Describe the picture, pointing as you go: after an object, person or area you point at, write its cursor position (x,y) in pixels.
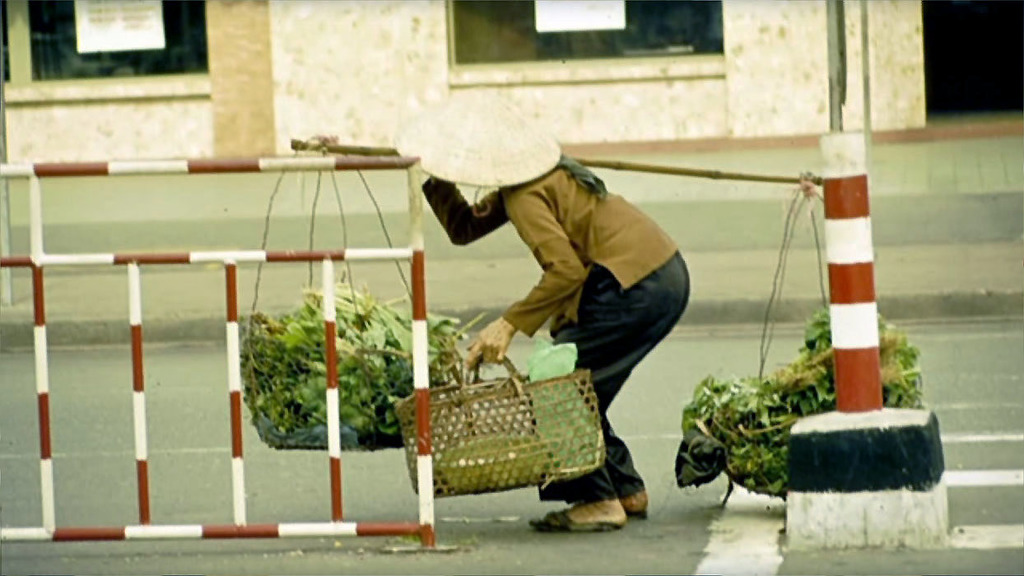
In this image I can see the person (572,232) holding the bag (514,399). The person (619,245) is wearing the black and brown color dress (533,236) and also hat (464,179). The person (464,179) is also holding the sticks (698,176) with some green color leaves (347,421). To the left (265,260) I can see the railing (234,296). In the background (258,122) there is a road (731,350) and wall (233,7).
